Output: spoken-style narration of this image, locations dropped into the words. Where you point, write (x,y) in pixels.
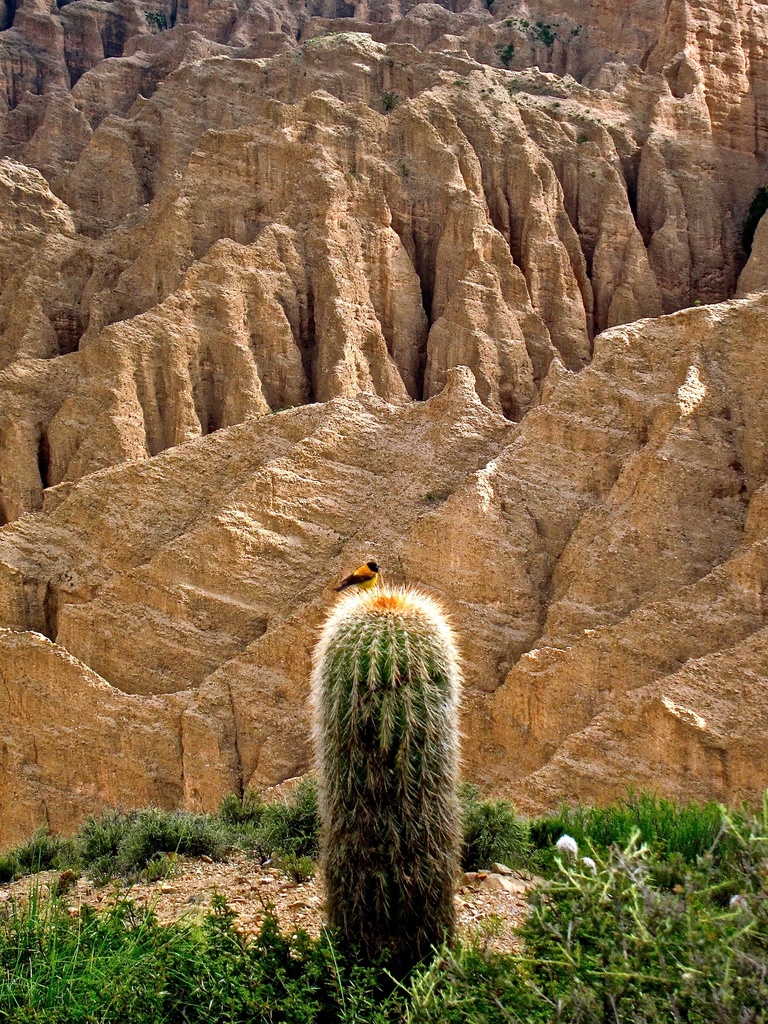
In this image, we can see a cactus (430,728), grass (157,985), plants (680,957). Background (373,472) we can see stones (412,406). Here there is a bird (360,582).
